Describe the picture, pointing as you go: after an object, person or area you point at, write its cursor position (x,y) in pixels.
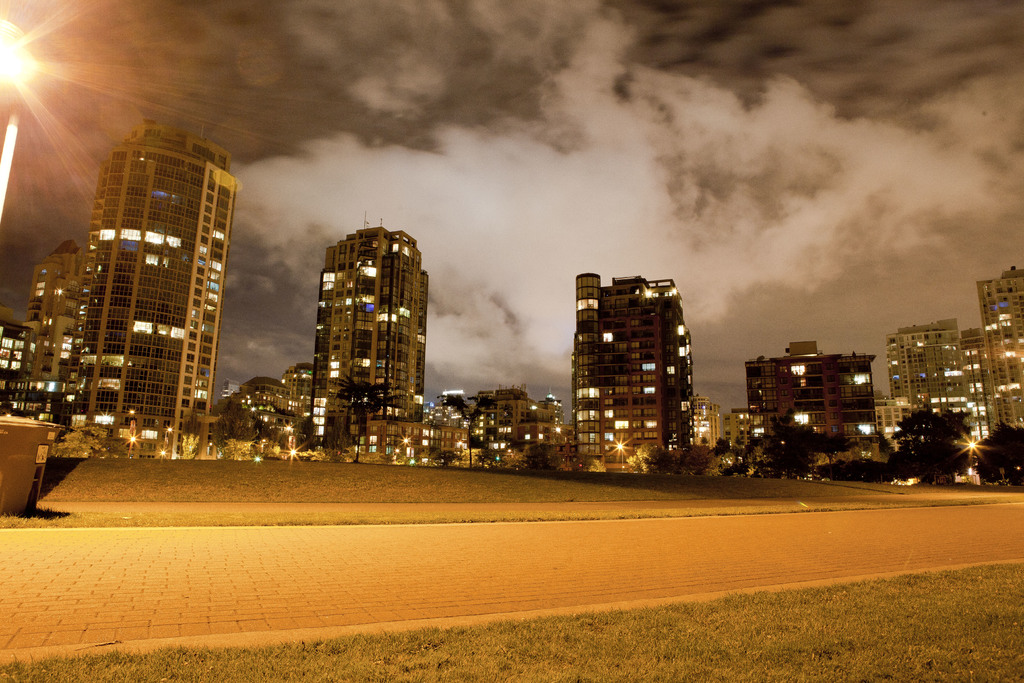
In this picture there are many big building (384,380) with lights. In the front (378,471) bottom side there is a walking area (405,563) with cobble stones (226,576) on it and a small grass lawn (733,649).
